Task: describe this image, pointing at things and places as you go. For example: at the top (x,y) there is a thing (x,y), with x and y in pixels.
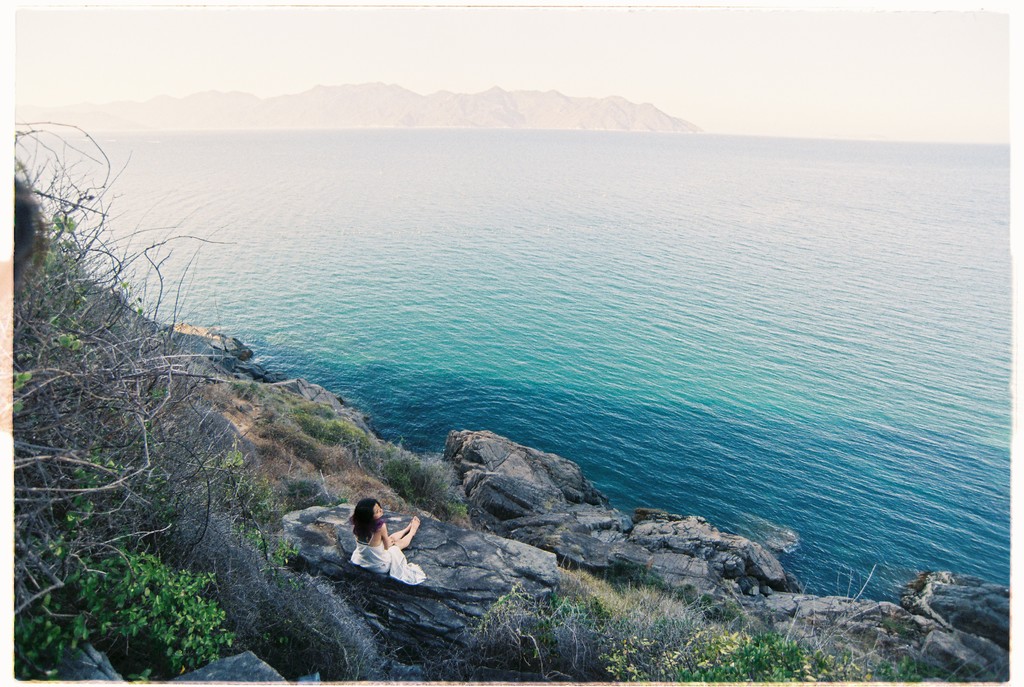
In the center of the image (553,325) water (604,307) is present. At the bottom of the image (424,561) a lady (389,547) is sitting on a rock (481,565). On the left side of the image (165,456) we can see some plants (181,584), rocks (472,550) are there. At the top of the image (368,65) we can see a sky (805,87) and mountains (422,118) are there.
